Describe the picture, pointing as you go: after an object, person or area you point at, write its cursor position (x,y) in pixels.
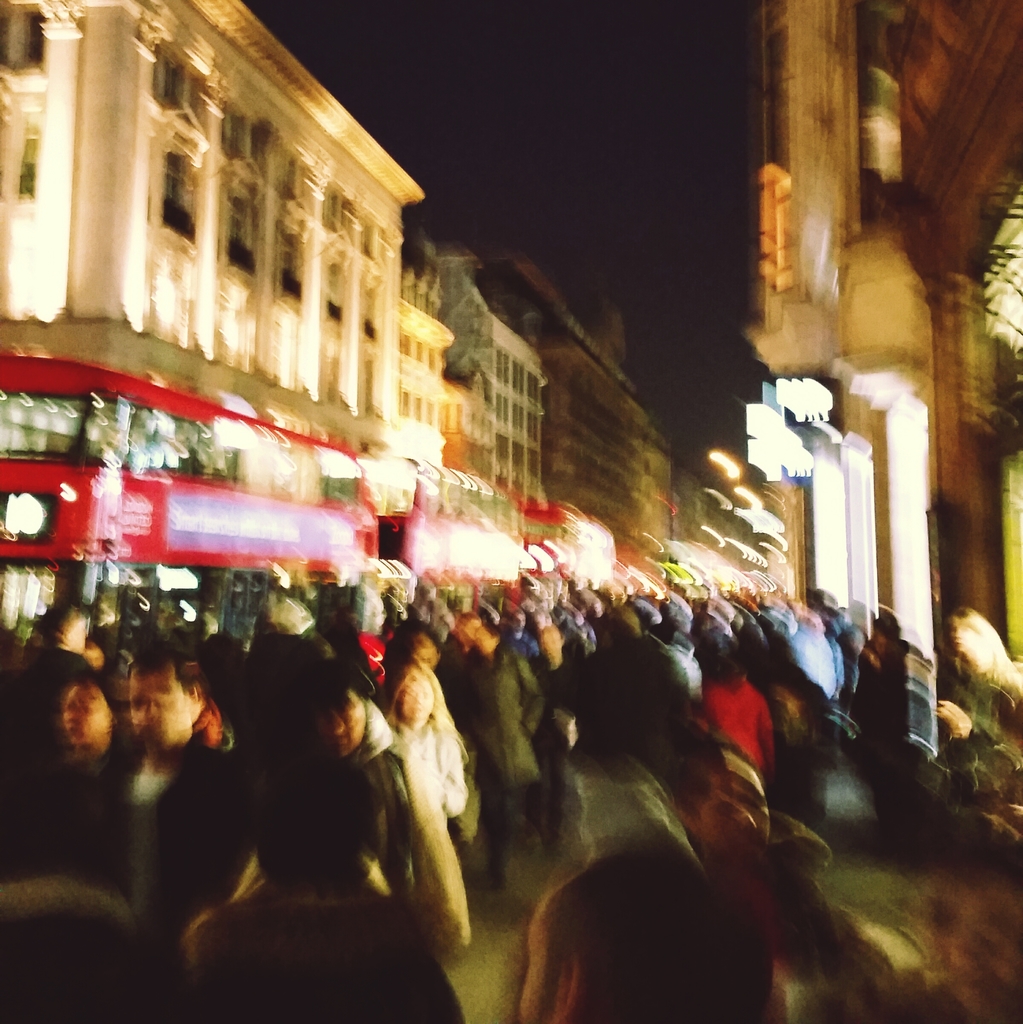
I see this is a blurred image and I see number of people (545,625) and in the background (841,10) I see the buildings (624,423) and I see the lights (775,387) and I see that it is dark over here.
